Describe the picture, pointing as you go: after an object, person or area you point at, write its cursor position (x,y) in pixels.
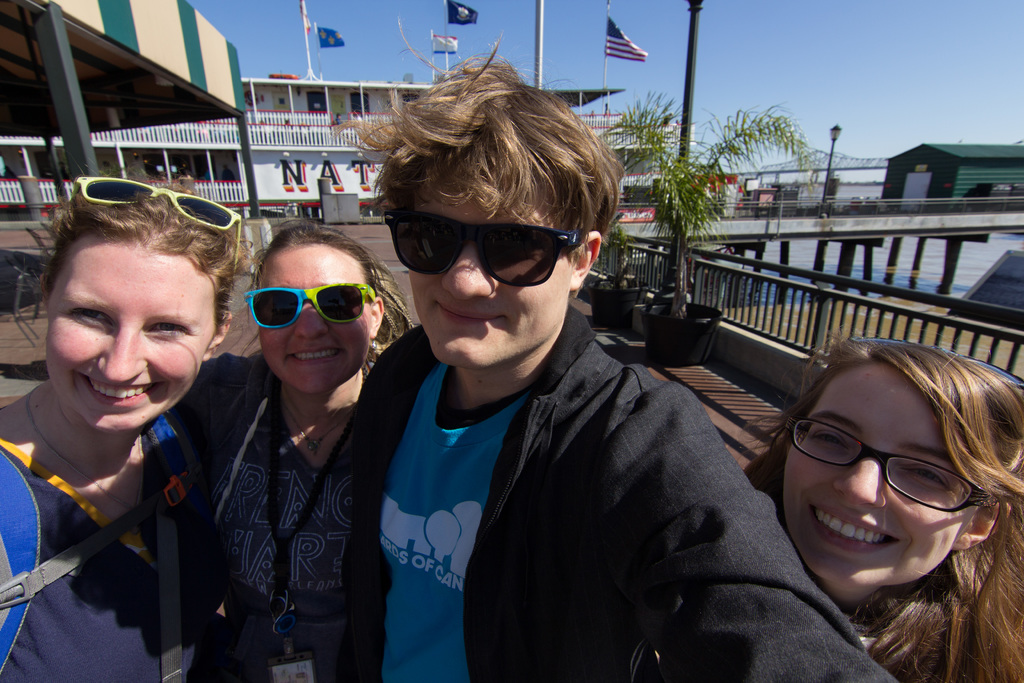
In this image I can see four persons (346,555) standing. In front (586,507) the person (691,512) is wearing black and blue color shirt (499,504), background (730,165) I can see plants (635,153) in green color, few flags (636,49) in blue, white and red color. I can also see the shed (208,46) in cream and green color, buildings (327,134) in white and green color and I can see few light poles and the sky (792,56) is in blue color.
